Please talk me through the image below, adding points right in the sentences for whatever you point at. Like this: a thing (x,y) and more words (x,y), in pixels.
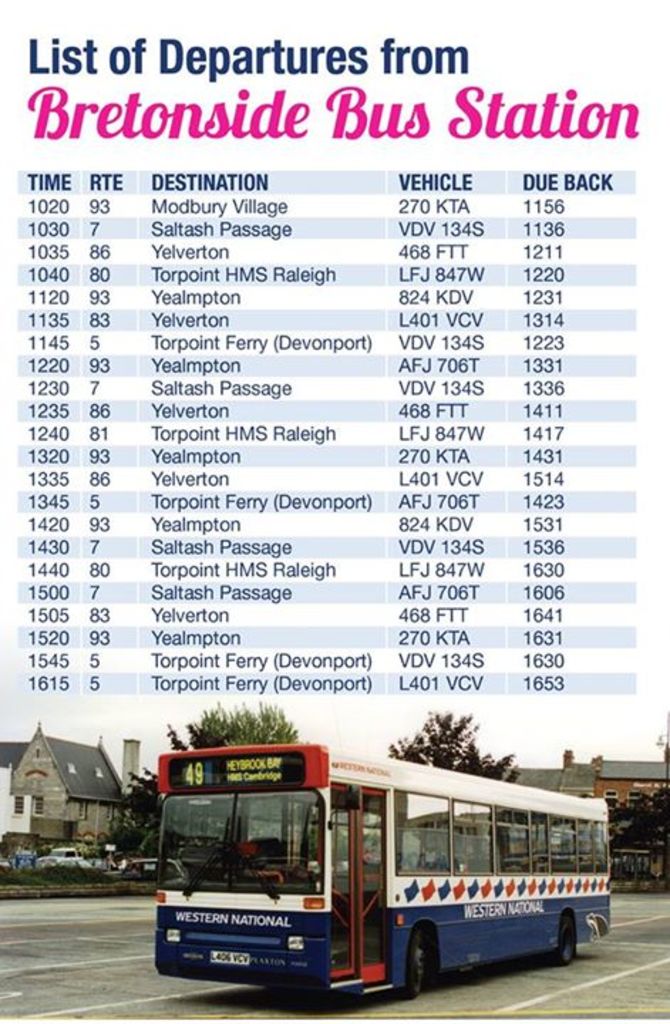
In this image there is a poster (431,586) in which there is a bus (295,952) on the road (240,991). Above the bus (185,972) there are bus routes (211,393) with their bus numbers (459,286). Behind the bus (246,978) there are houses (115,777) and trees (227,722).
